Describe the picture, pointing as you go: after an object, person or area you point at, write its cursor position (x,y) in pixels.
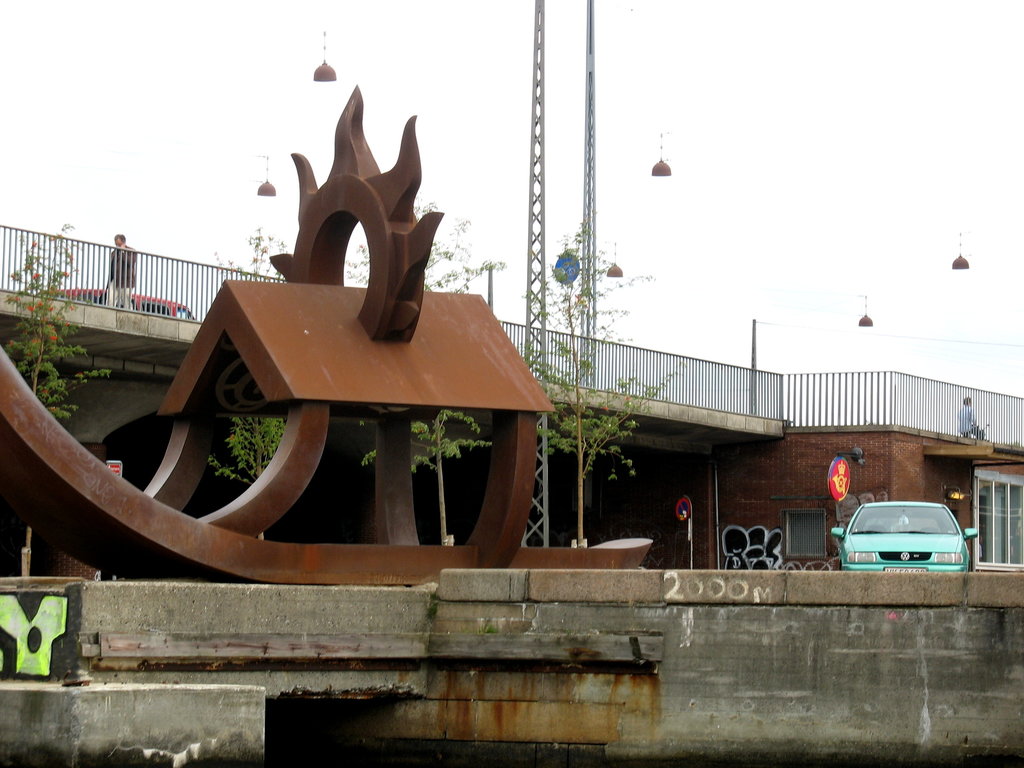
In this image I can see the building (650,528). To the top of the building (781,537) I can see the railing (141,277). To the side of the railing (121,302) I can see the person (130,290) and the vehicle (176,306). To the right (948,559) I can see one more vehicle (854,559). And I can also see some trees (434,426) in-front of the building (697,495). In the back (676,134) I can see the white sky (549,190).
